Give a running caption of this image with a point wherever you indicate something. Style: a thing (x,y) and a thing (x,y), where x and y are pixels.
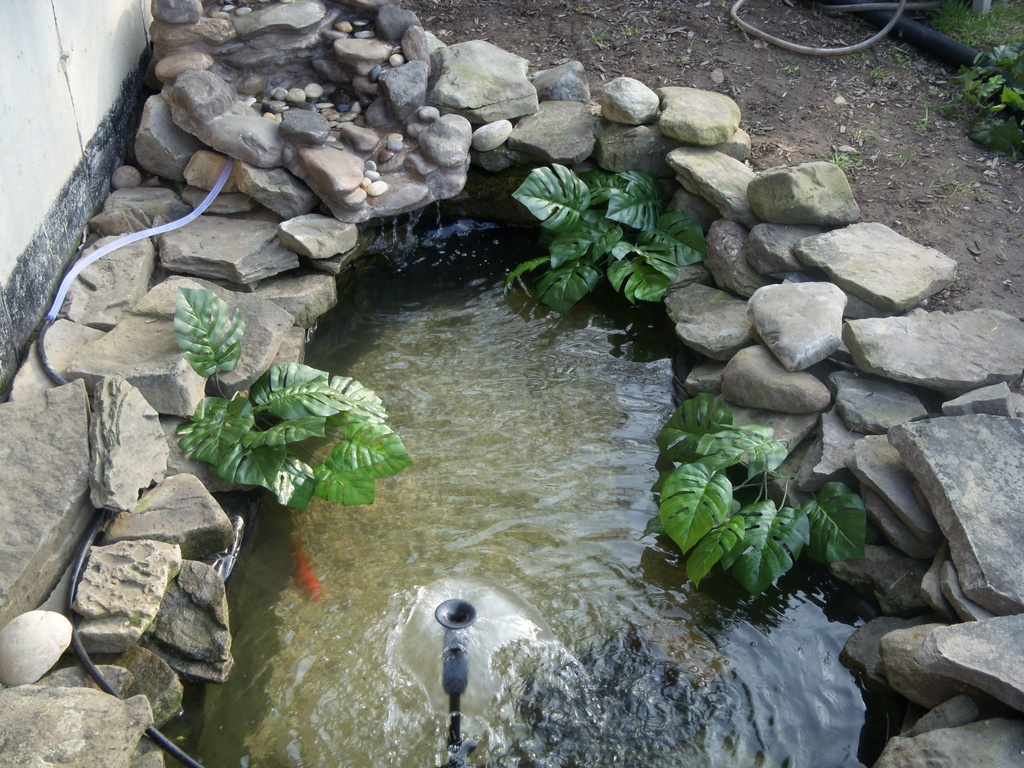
At the bottom of the image (463,678), we can see the water fountain (489,621). In this image, we can see, plants (559,191), stones (104,213) and pipes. At the top of the image (80,84), we can see wall (102,55), ground (944,160), plant (1011,130), grass (983,42) and pipes (912,32).
